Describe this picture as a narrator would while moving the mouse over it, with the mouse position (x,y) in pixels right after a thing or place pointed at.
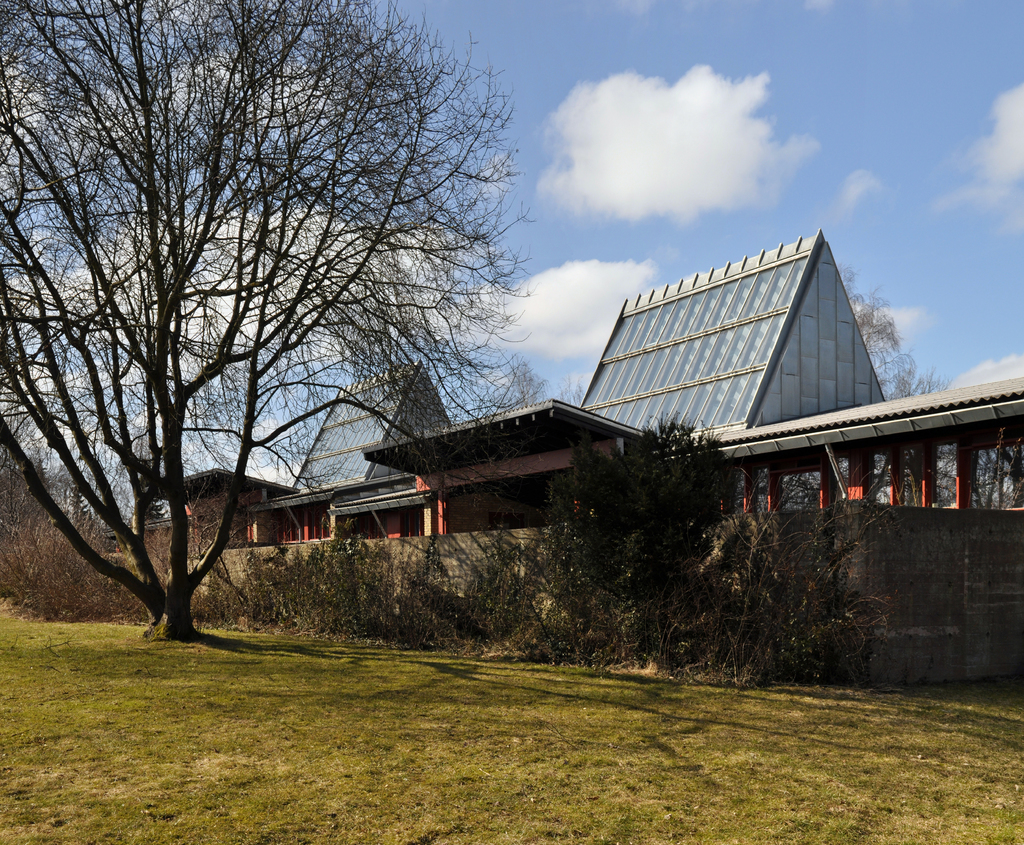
In this picture I can observe buildings (710,375) in the middle of the picture (501,419). In front of the buildings (353,386) I can observe trees (87,552) and plants (312,597). In the background (570,159) I can observe some clouds (676,133) in the sky (687,102).
